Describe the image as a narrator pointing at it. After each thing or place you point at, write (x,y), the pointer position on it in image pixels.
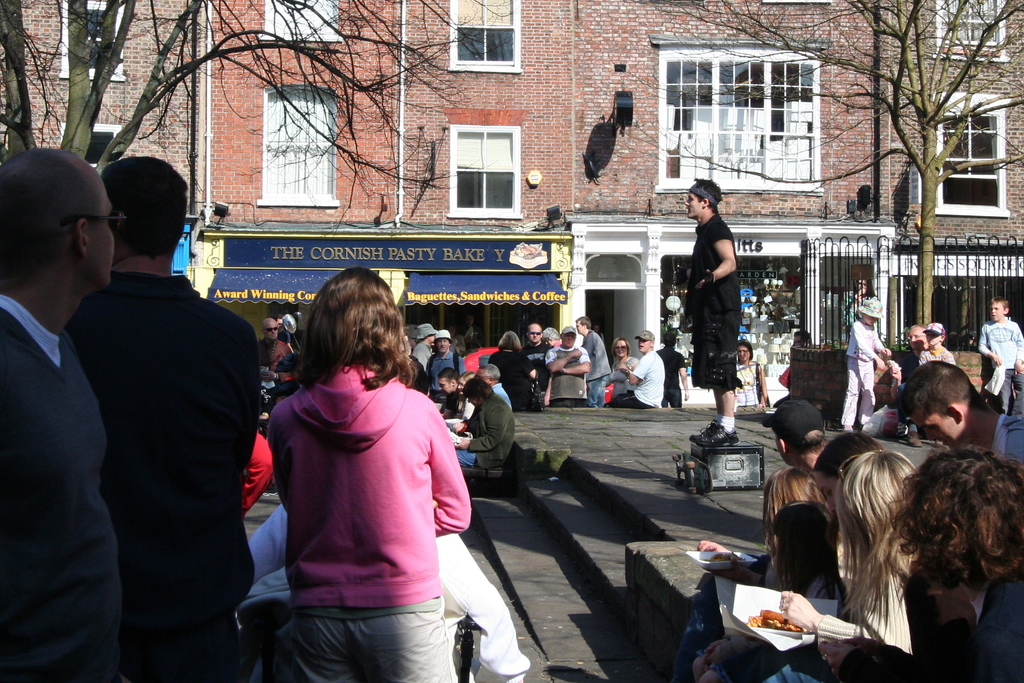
In this image there are group of persons (202,390) standing and sitting, buildings (967,229), lights (864,199), name boards (376,248), trees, stair case (584,470), a person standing on the platform (659,472).
